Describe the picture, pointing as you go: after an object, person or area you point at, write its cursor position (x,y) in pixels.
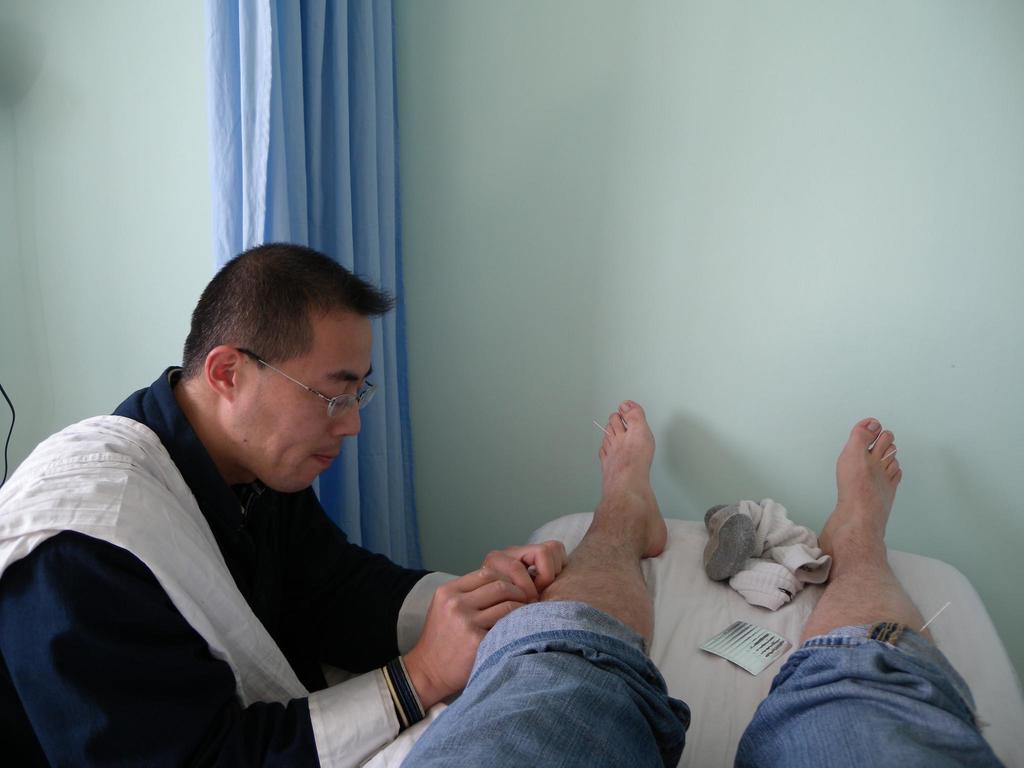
In the image we can see there is a person (570,698) lying on the bed (992,642) and there is another person (179,528) sitting on the chair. Behind there is a blue curtain (334,30).
